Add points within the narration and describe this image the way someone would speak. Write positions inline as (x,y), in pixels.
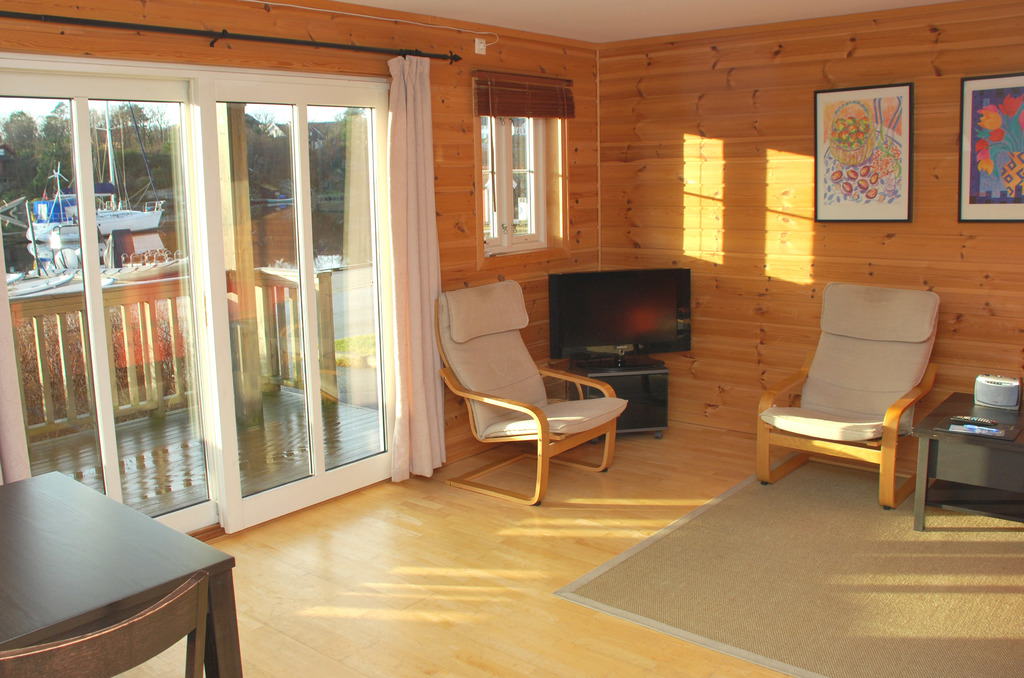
In this image we can see tables (965,449), chairs (815,436), television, carpet (952,669), photo frames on the wall (627,191), glass windows (497,248), window blinds (552,79), curtains (9,365), glass doors (289,315) through which we can see the fence (144,338) and boats (36,241) is floating on the water (260,207) and trees (155,156) in the background (131,156).
